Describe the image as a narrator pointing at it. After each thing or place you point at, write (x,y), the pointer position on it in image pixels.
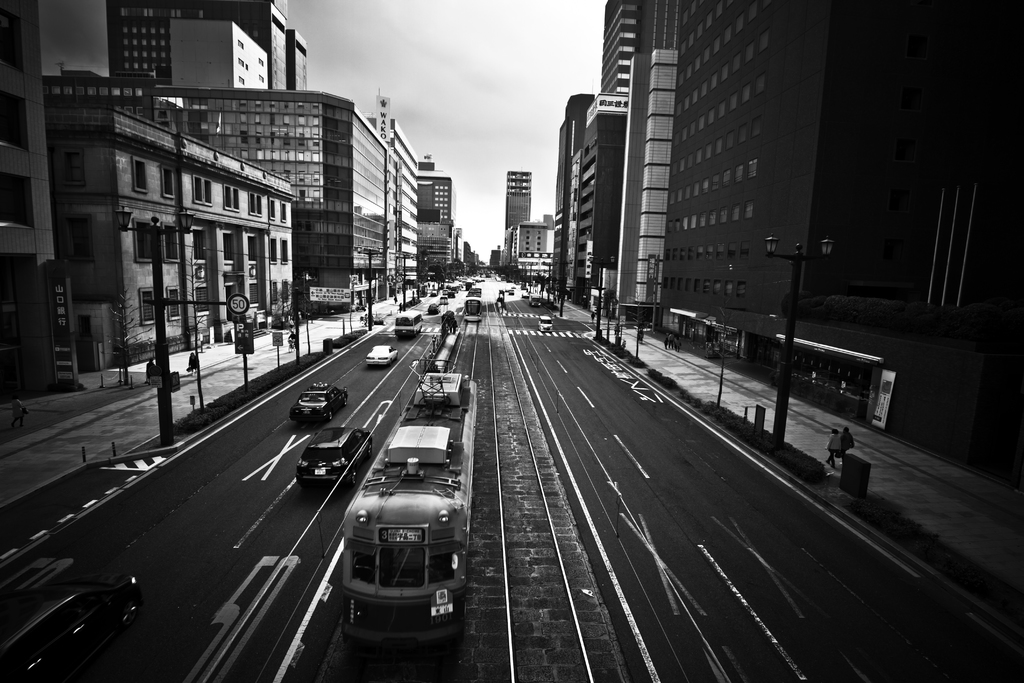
It looks like a black and white picture. We can see some vehicles (323,462) on the road (380,378). On the left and right side of the vehicles (376,492) there are poles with sign boards (243,310) and buildings (680,208). Behind the buildings (443,205) there is a sky (448,62).
